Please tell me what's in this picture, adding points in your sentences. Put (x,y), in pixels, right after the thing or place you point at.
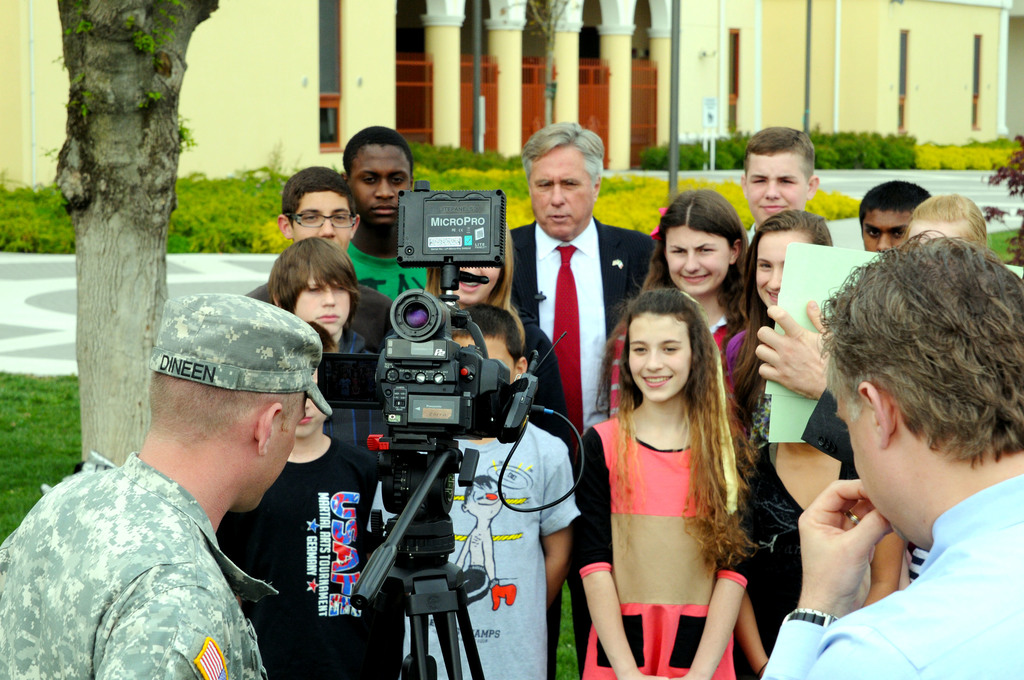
In this picture we can see a group of people (711,632) and a camera (527,409) and in the background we can see a building (742,9), plants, tree trunk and some objects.
